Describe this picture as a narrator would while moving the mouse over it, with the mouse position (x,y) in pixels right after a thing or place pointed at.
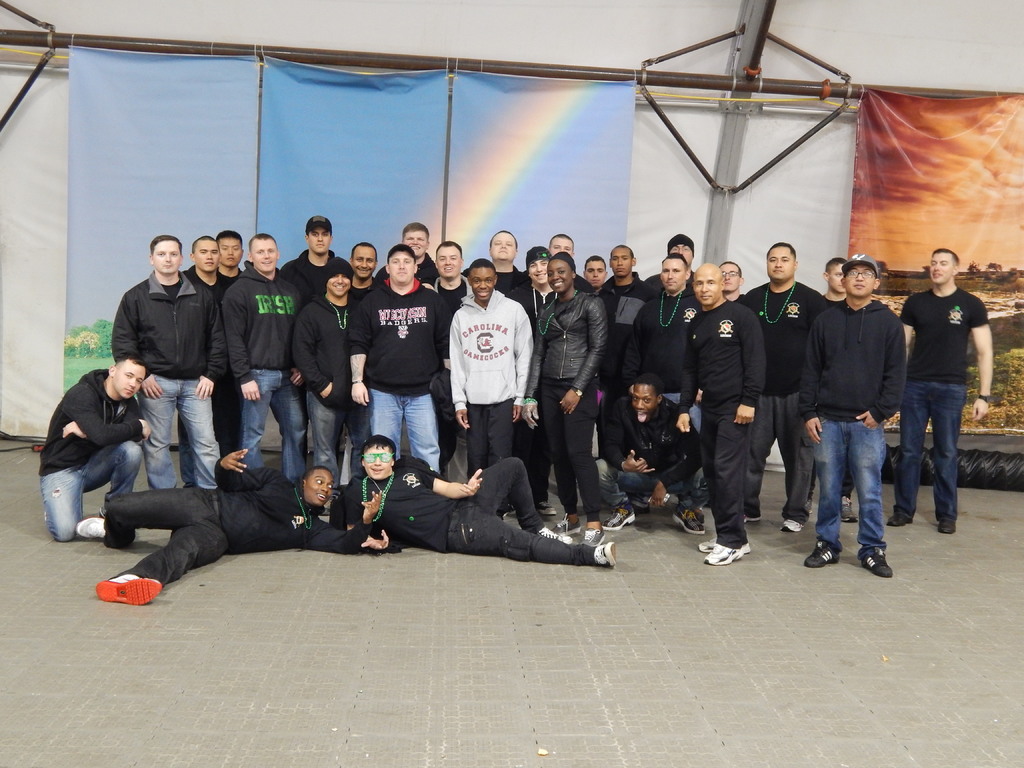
In the center of the image (507,291) there are people (168,376) standing. There are two people (242,486) lying on the floor (580,531). In the background of the image (226,87) there are clothes (205,83) hanged on the wall (644,157). At the bottom of the image (482,650) there is floor (201,682).
